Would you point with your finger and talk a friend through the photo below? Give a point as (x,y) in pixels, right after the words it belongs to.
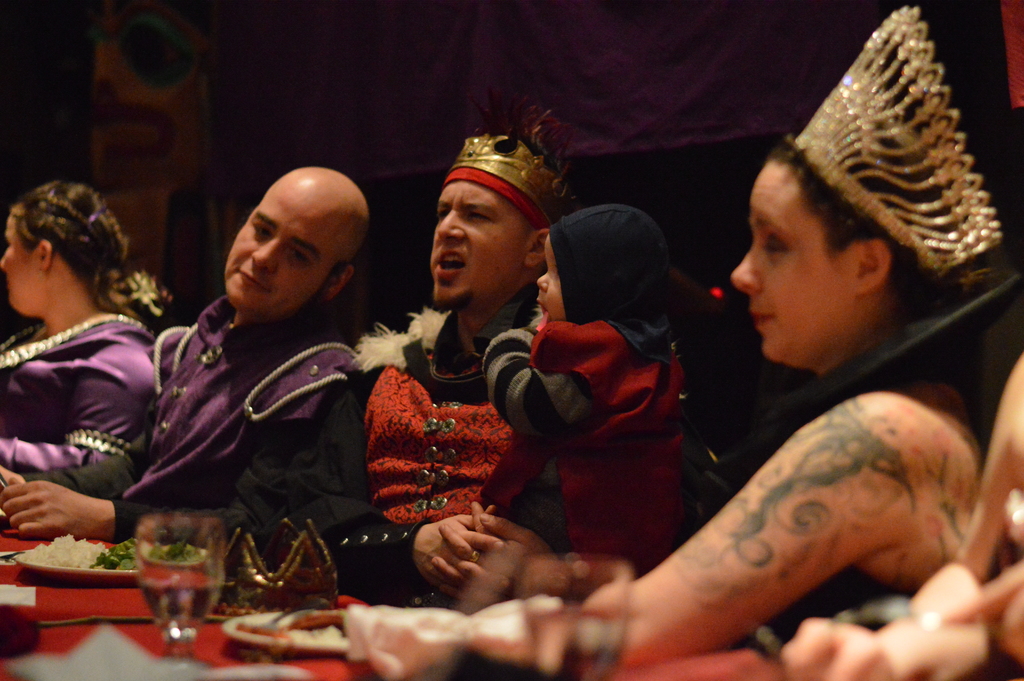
In the picture I can see four persons (850,232). I can see a man (499,528) in the middle of the image (581,278) and he is carrying a baby (560,328). I can see the red color cloth (86,607) on the table (154,620). I can see the plates (236,627) and a glass (166,586) on the table (165,636). I can see a woman (807,374) on the left side (122,367) and the right side (763,306) as well.
